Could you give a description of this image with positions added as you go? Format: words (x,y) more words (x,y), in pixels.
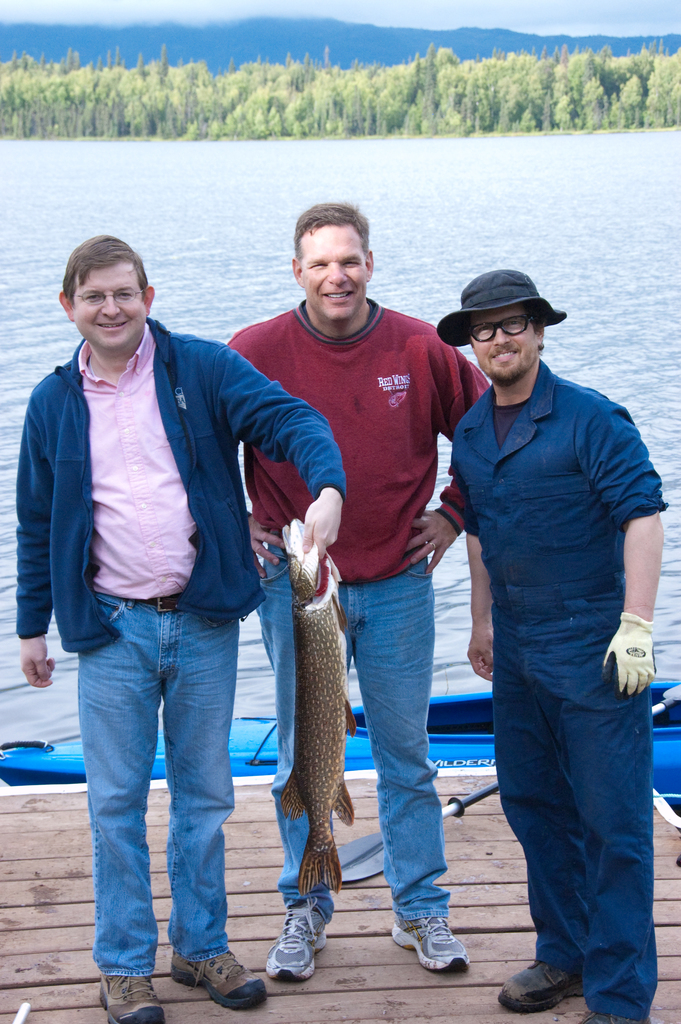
In this image there are three men (493,502) standing on a wooden surface (260,930), a man (102,752) is holding a fish (310,664) in his hands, in the background (677,527) there is a river (592,195), on that river (668,479) there is a boat (471,743), trees (563,126), and mountains (386,50).
